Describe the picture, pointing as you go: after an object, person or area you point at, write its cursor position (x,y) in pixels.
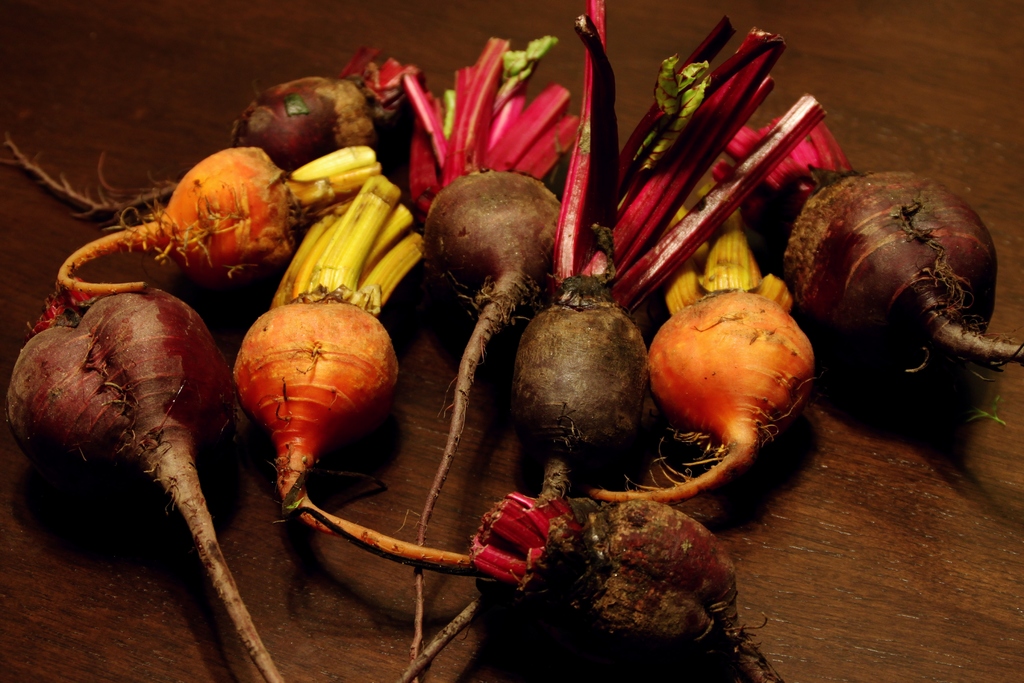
In this picture, we see beetroots (540,327) are placed on the brown color table (724,522). In the background (222,80), it is brown in color.
